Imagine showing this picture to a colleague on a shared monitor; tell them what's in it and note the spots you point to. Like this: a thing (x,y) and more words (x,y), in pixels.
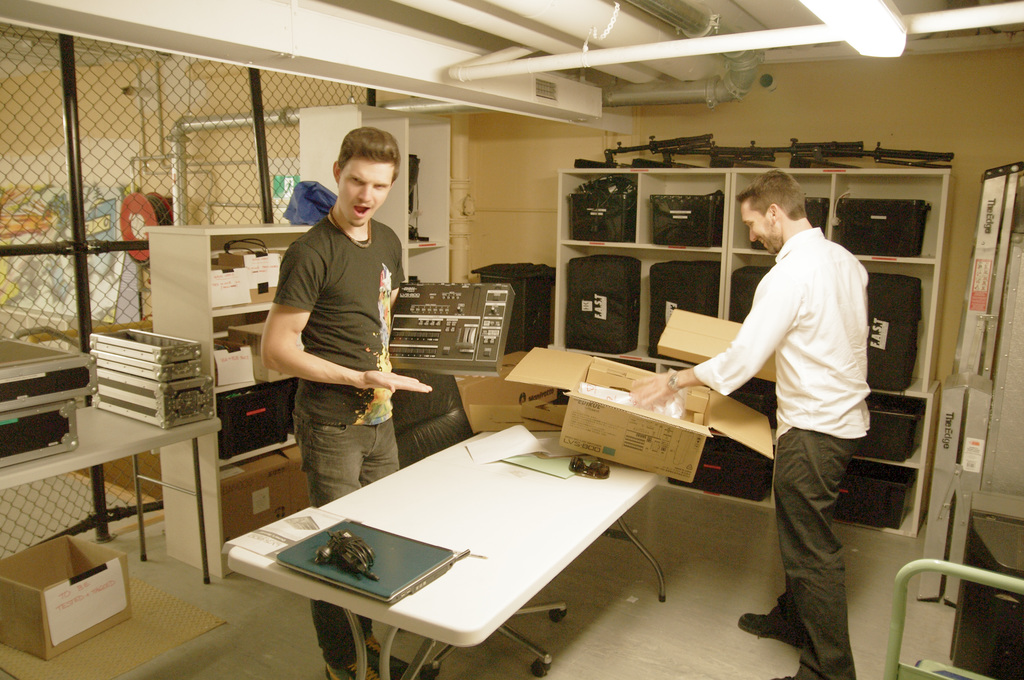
In this picture we can see two persons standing on the floor (649,617). This is table (503,508). On the table (499,526) there is a laptop (396,580), and a box (688,463). This is the rack (910,177). And there is a light (874,33). On the background (536,153) there is a wall (522,179).
